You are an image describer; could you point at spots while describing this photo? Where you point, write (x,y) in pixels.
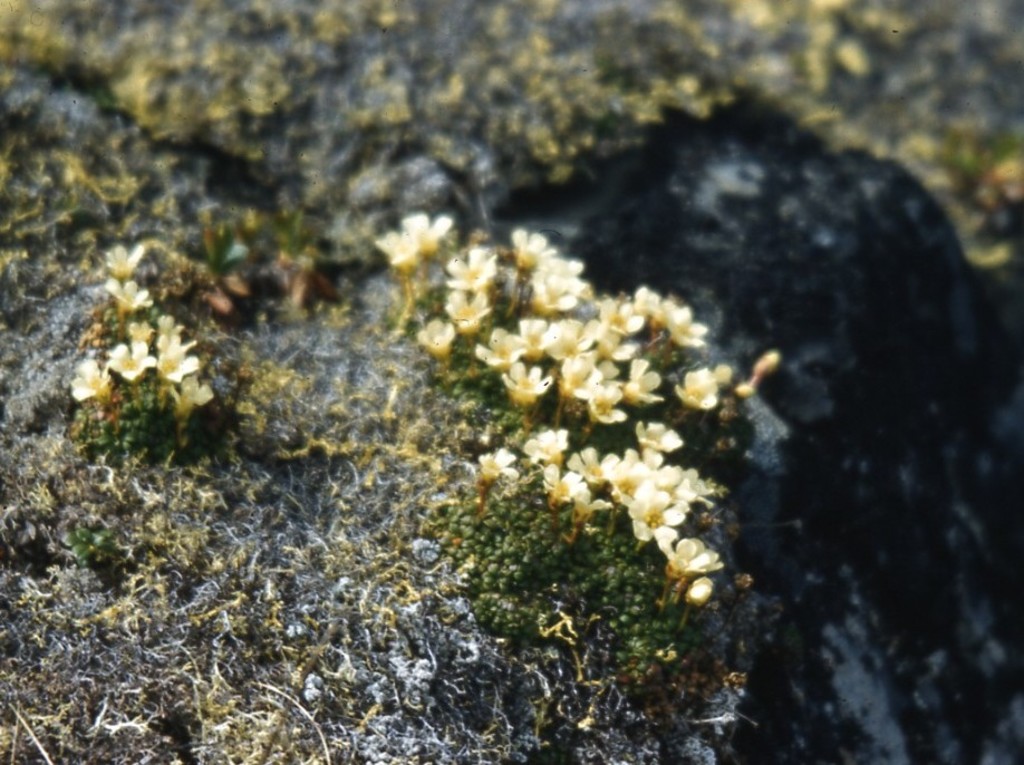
In this picture we can see some small white flowers (666,495) on the rock (359,76) with some grass (532,568).
